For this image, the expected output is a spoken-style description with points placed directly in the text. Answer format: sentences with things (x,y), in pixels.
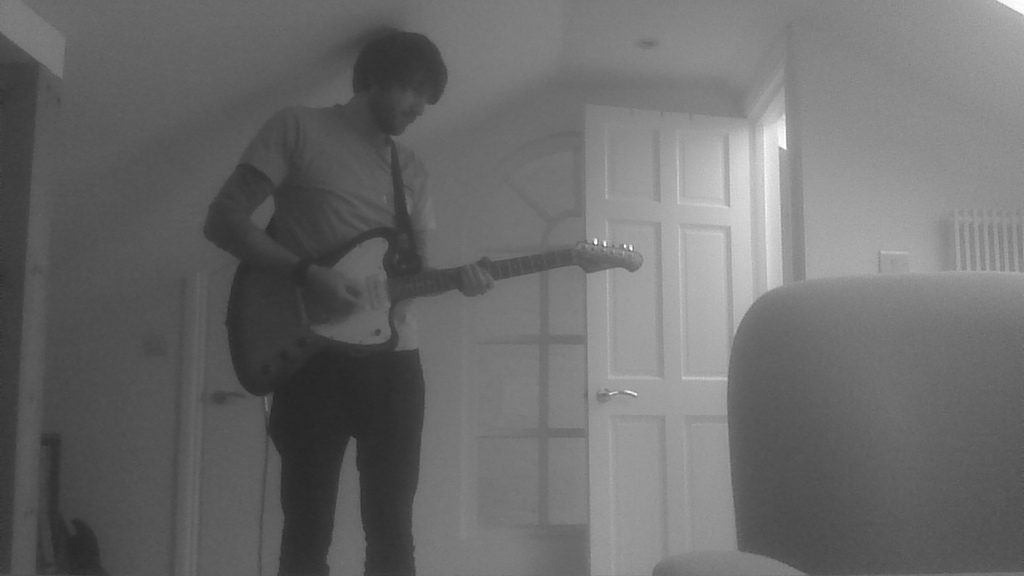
In this picture there is a man (324,216) standing and playing a guitar (331,254). There is a chair (826,414). There is a guitar (80,547) at the corner. There is a door (635,349) and a door handle (627,394).
